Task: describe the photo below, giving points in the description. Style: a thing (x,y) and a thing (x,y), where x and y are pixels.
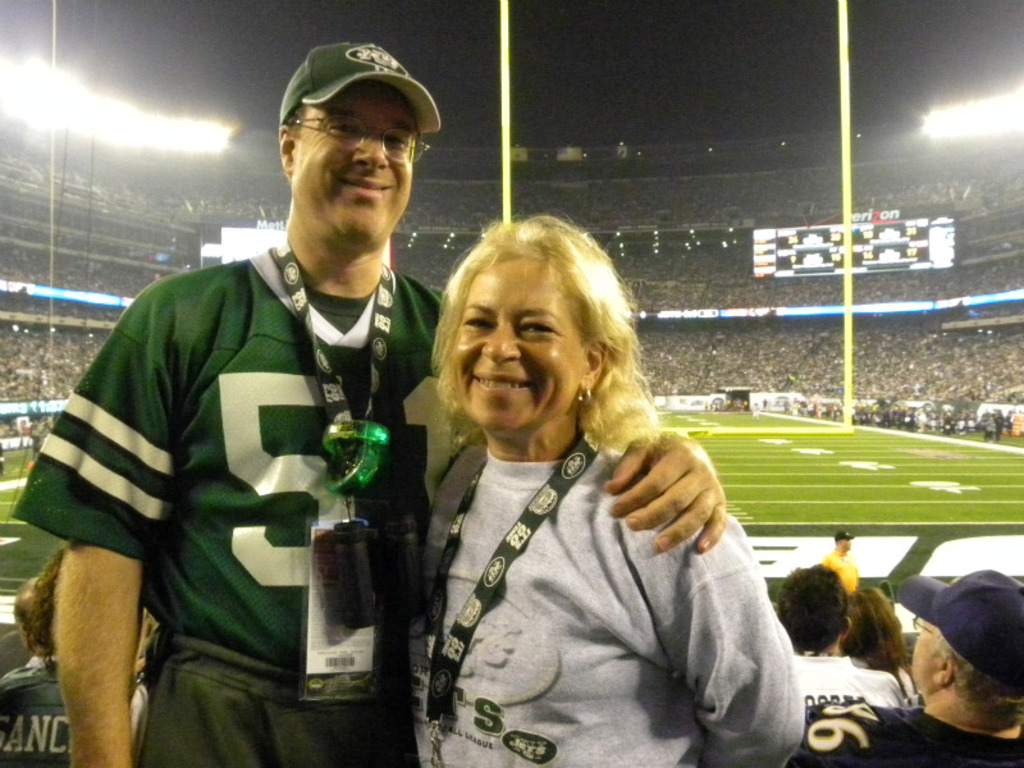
In this picture we can see two people (143,355) standing and smiling. At the back of them we can see the ground (797,504), poles (504,170), screens (834,237), lights (995,128) and a group of people (664,343). In the background (660,50) it is dark.
